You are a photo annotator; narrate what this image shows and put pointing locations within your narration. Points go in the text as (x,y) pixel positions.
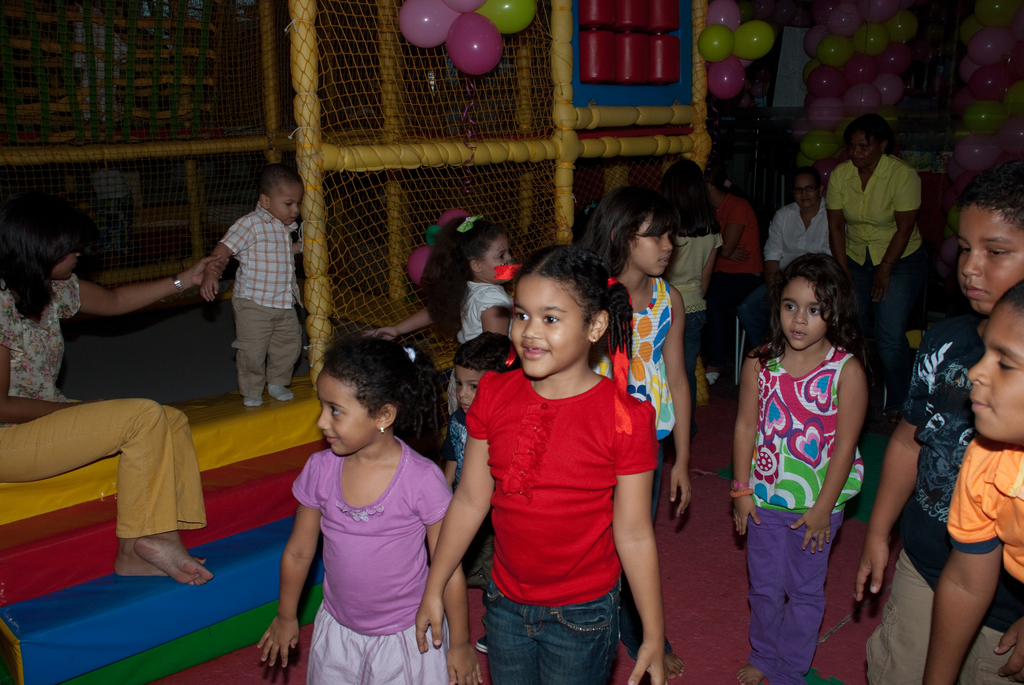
On the left side (50,318), there is a woman (64,316) sitting, on a bench (263,416) and holding hand (208,278) of a baby (288,221), who is standing on the same bench (294,402). In front of them, there are children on the floor (731,627), which is covered with a carpet (725,514). In the background (786,96), there are balloons (751,28) arranged and other objects (350,142).
